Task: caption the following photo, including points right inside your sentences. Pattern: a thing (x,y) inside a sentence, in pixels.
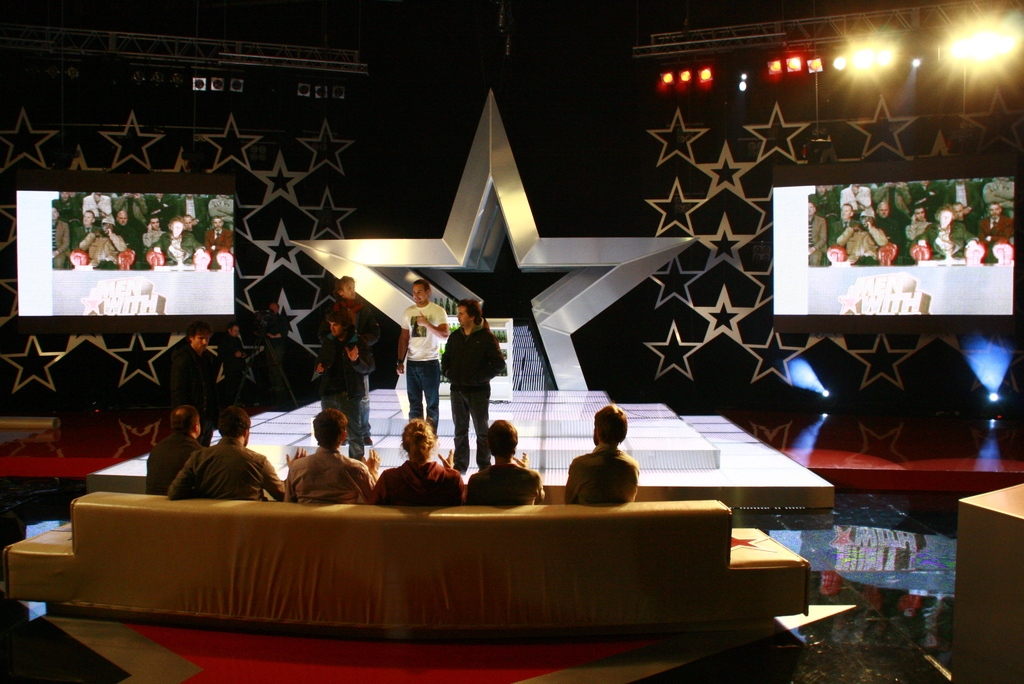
In this picture there are group of people (434,383) those who are standing on the stage (401,409) and there are spotlights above the area of the image and there are picture (226,315) which are posted over on the stage (567,398), and there is a star symbol (502,234) at the center of the image (358,253) and some people (188,407) they are also sitting on the sofa (760,550) in front of the stage (314,420).
